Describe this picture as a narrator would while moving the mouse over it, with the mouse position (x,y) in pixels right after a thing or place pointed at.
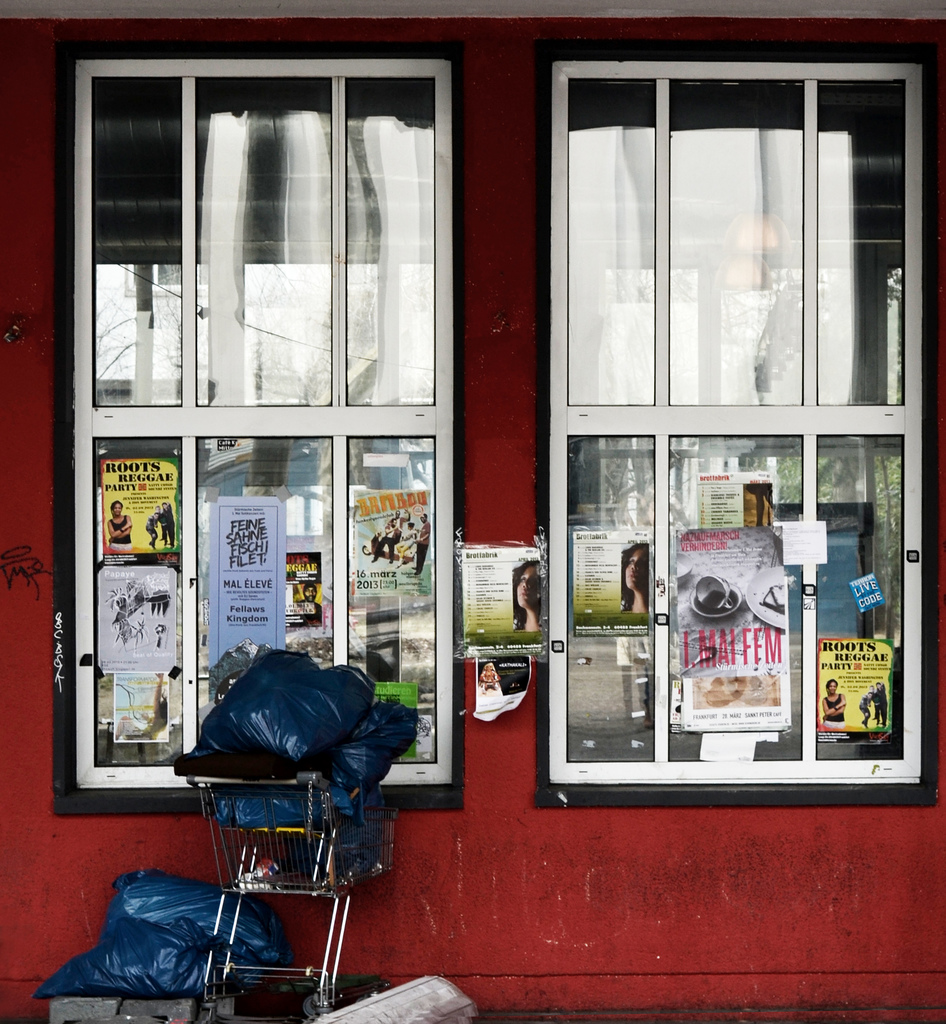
In the center of the image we can see one wheel cart (332,842), bags (373,724) and a few other objects (319,1020). In the background (465,886) there is a wall (485,259) and windows (662,417). On the windows (664,459), we can see posters (631,577) and some reflections (431,605).
